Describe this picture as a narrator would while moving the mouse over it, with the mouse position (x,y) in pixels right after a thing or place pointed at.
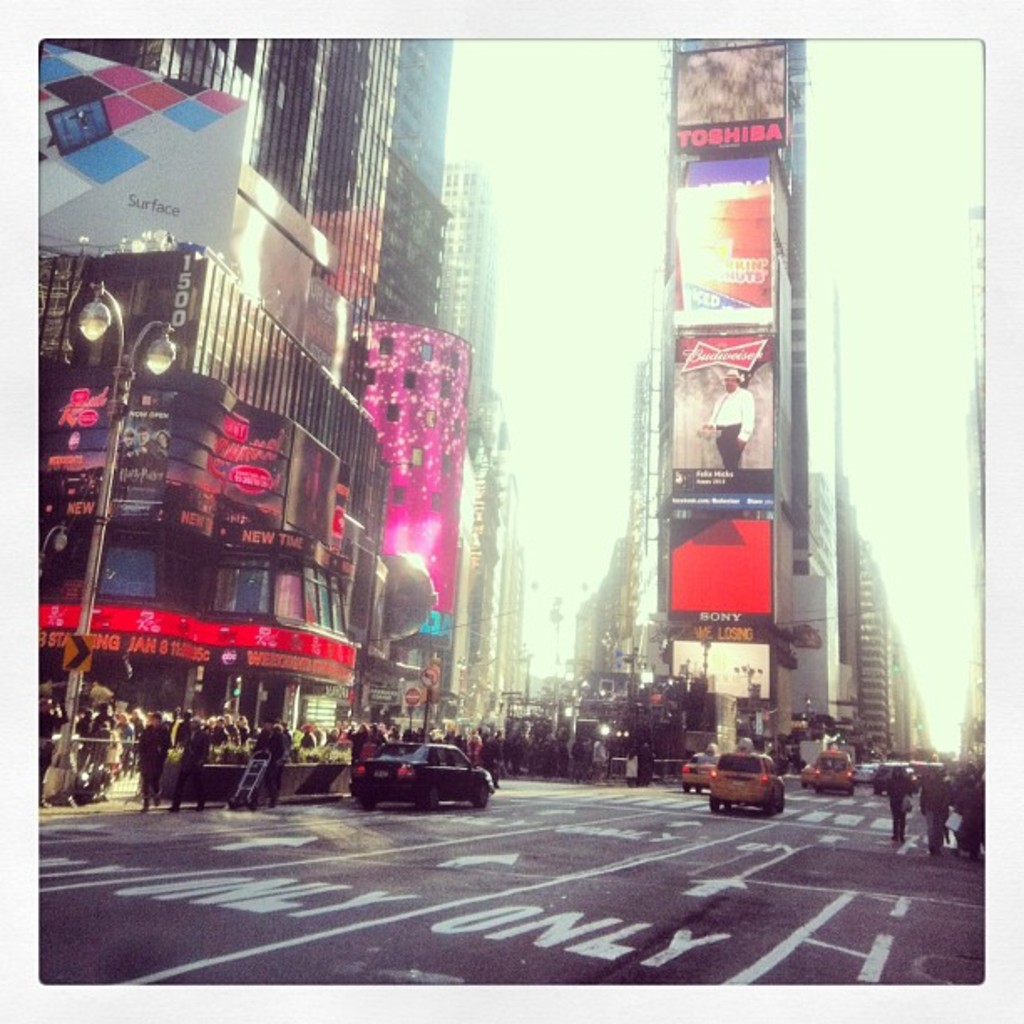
In this picture we can observe a road (448,850) on which there are some cars (851,767) moving. There are some people (193,749) walking on the footpath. We can observe zebra crossing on the road (482,827). On the left side (102,511) we can observe a pole (68,717) to which two lights (96,335) are fixed. In the background (375,317) there are buildings (675,594) and a sky (519,213).
